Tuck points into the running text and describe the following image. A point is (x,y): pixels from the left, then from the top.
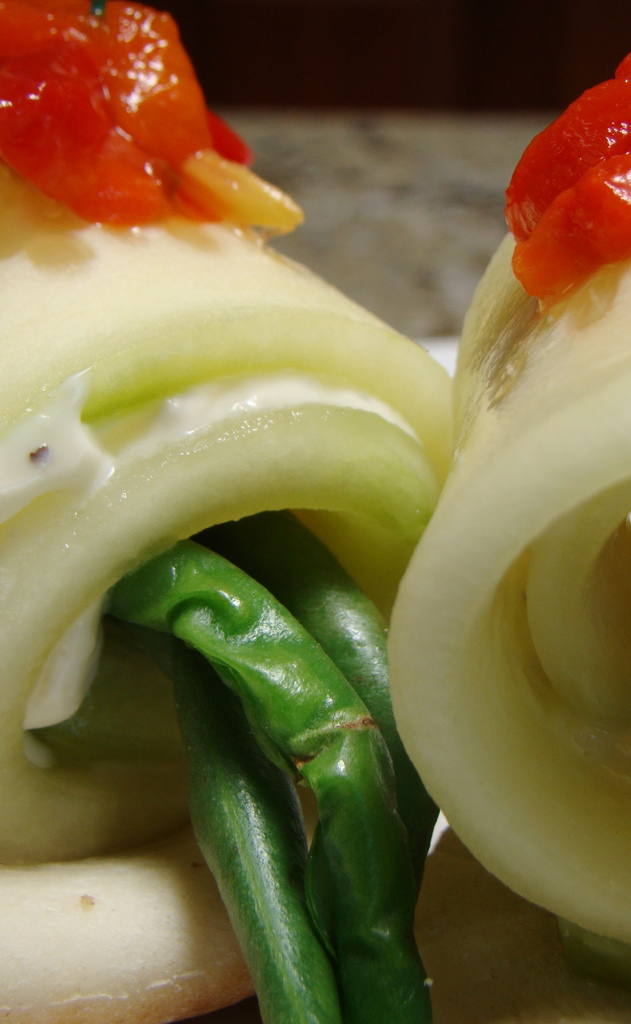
In this picture we can see the close view of the food (442,410) with tomatoes (122,147) and green chilies (307,928).
